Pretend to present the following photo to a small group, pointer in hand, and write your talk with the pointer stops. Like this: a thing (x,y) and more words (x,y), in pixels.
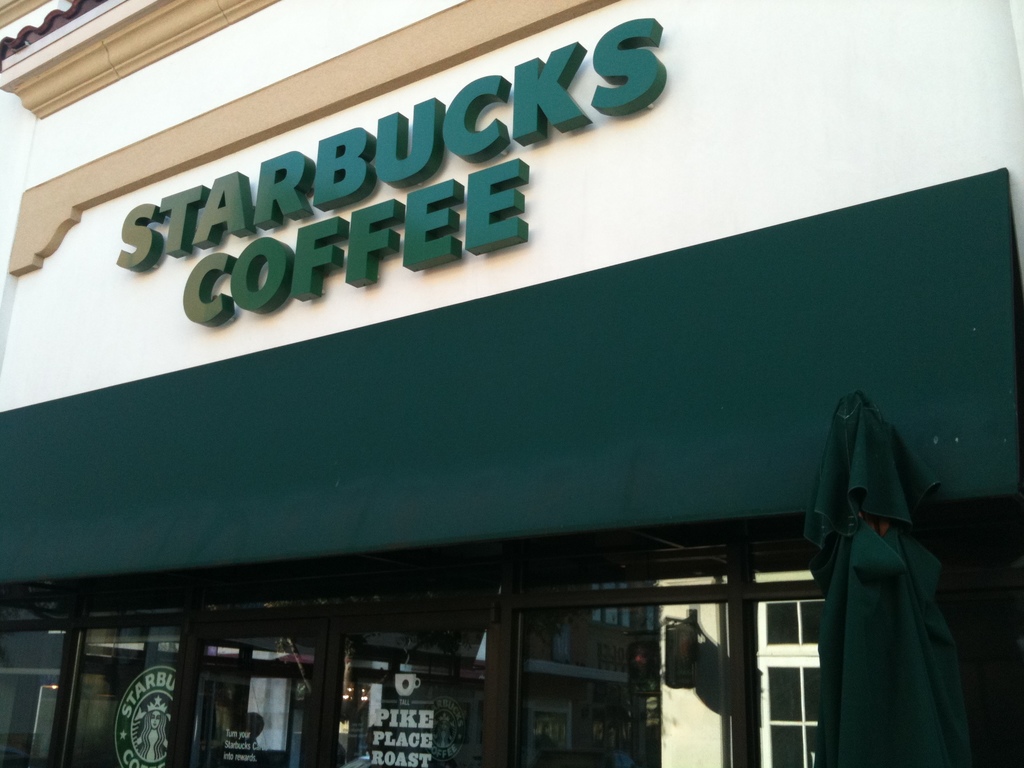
In this picture, we see a coffee shop (431,564). At the bottom of the picture (415,689), we see glass doors (336,692). In the middle of the picture (440,311), we see a building (341,98) in white and green color. On the building (652,172), it is written as "STARBUCKS COFFEE".
